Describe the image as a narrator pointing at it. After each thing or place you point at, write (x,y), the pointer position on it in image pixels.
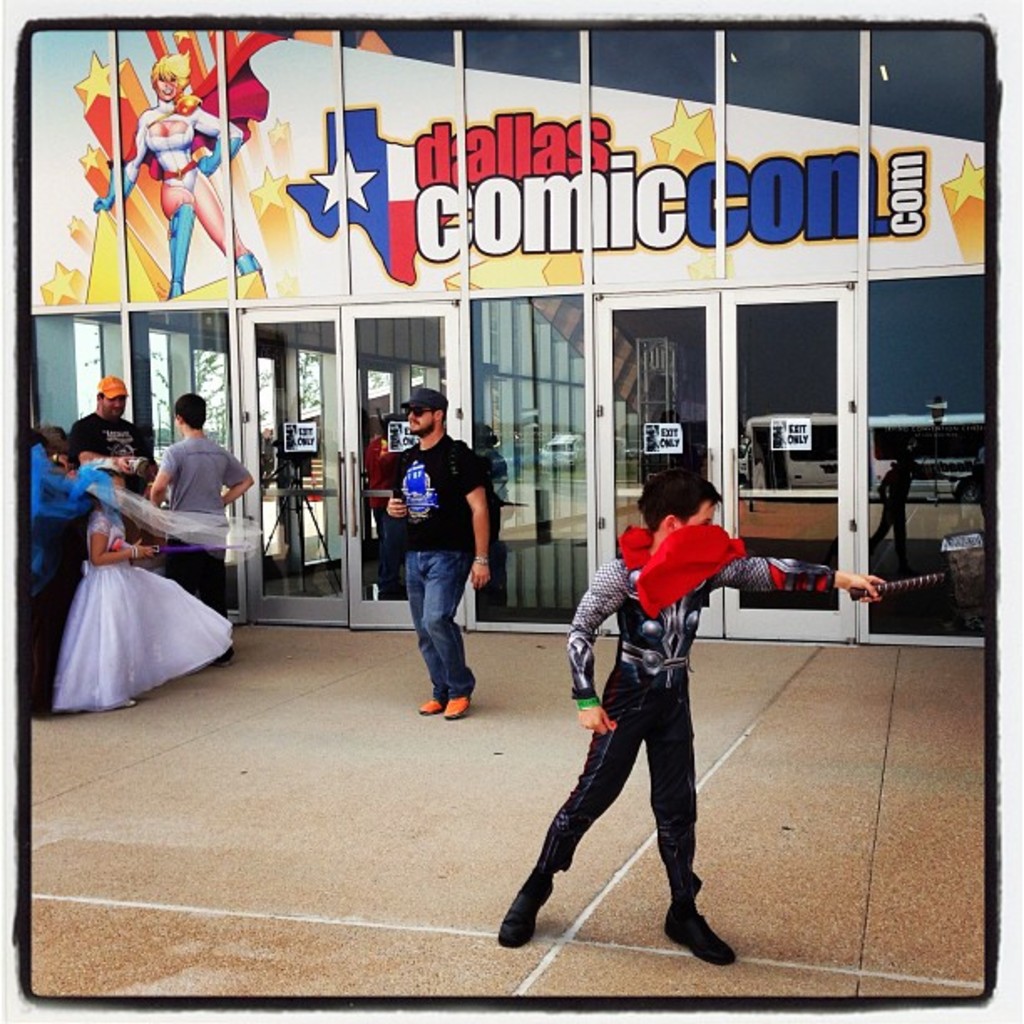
In this picture we can observe some people (383,586) standing on the floor (307,801). On the right side (684,793) we can observe a boy (613,724) wearing a superhero costume (644,667). In the background (373,377) we can observe glass doors (829,407).
